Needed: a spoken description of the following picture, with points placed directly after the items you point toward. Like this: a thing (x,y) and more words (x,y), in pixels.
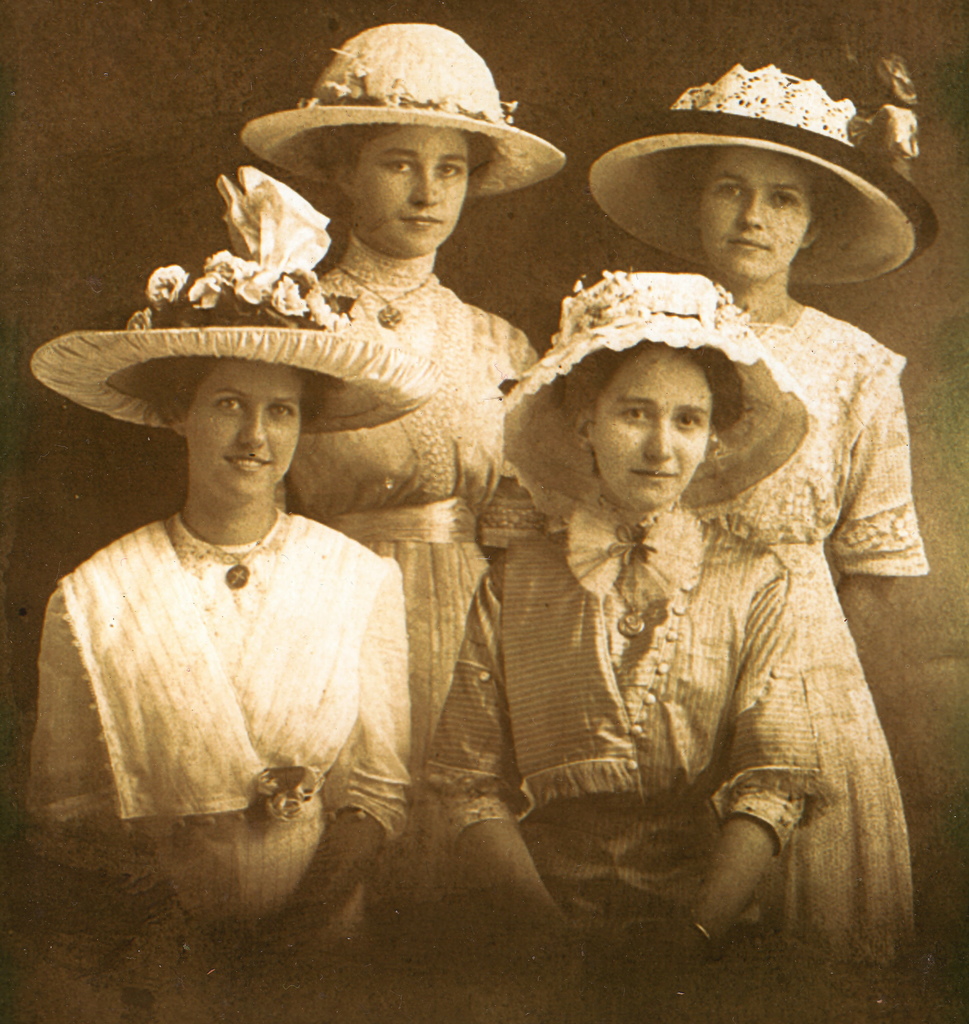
In this picture we can see the photo frame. In the photo (863,218) there are four women (507,167) wearing hat (673,204) and dress (814,746). They are near to the wall (891,664).
